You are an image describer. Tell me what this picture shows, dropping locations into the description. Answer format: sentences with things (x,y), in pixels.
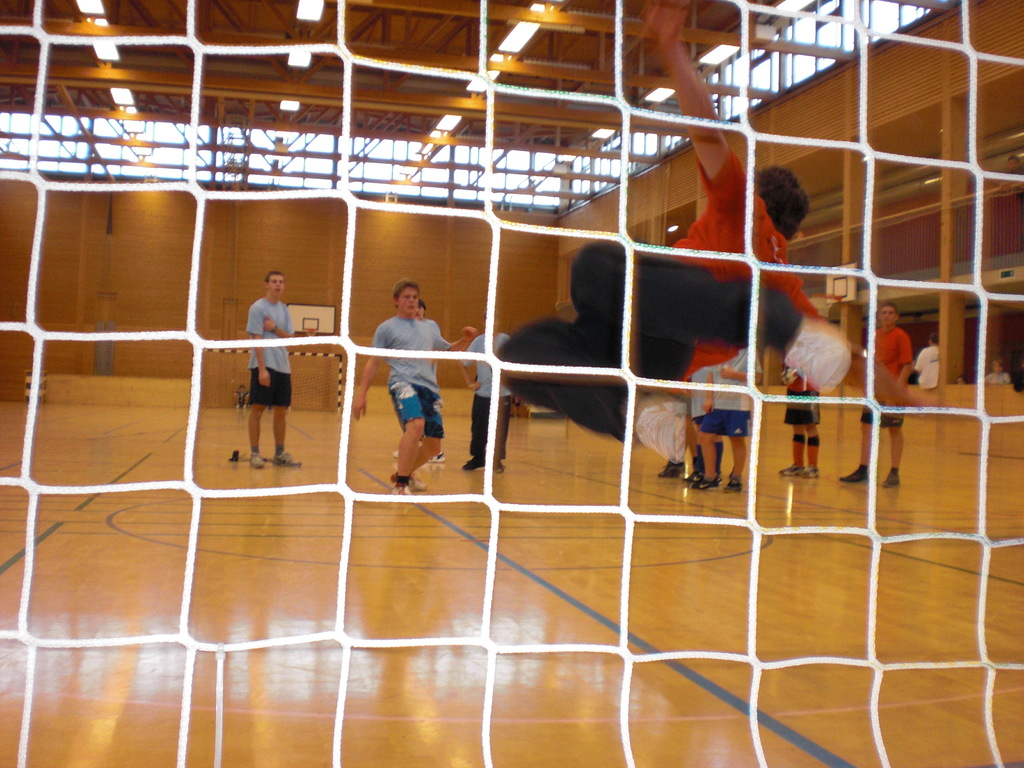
As we can see in the image there is a net (687,651), wall (83,195) and few people (553,345) here and there.
